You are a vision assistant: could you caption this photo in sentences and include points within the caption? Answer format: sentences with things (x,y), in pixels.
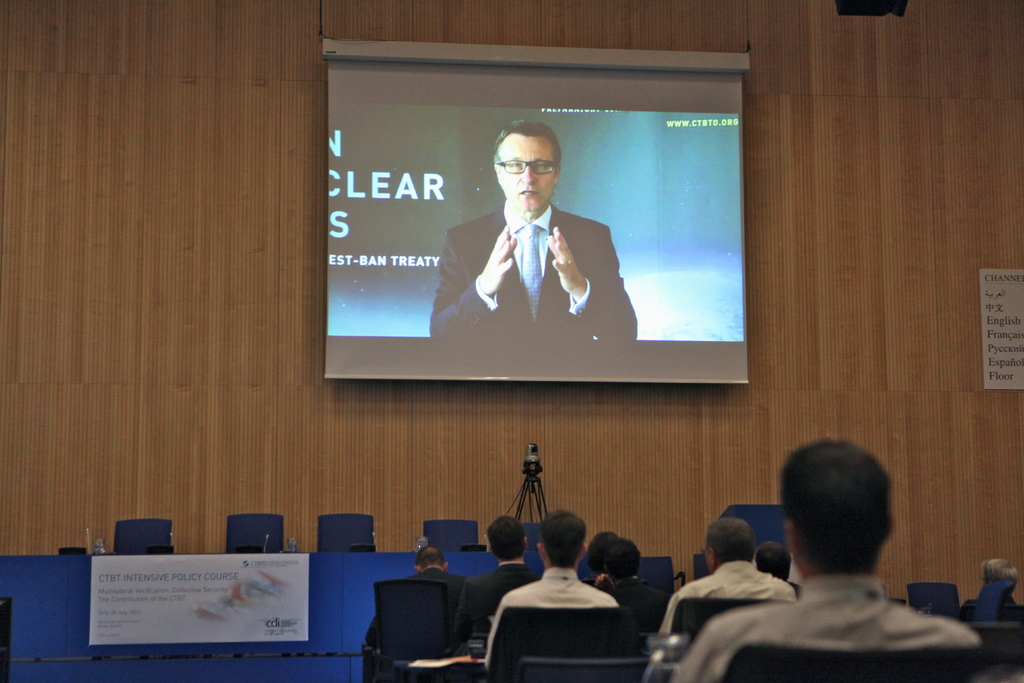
In this image there are group of people (739,630) sitting on the chairs (561,625), mics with the mike stands (473,549), camera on the tripod stand (534,479), glasses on the table (312,606), board (230,619), screen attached to the wall (220,245).
